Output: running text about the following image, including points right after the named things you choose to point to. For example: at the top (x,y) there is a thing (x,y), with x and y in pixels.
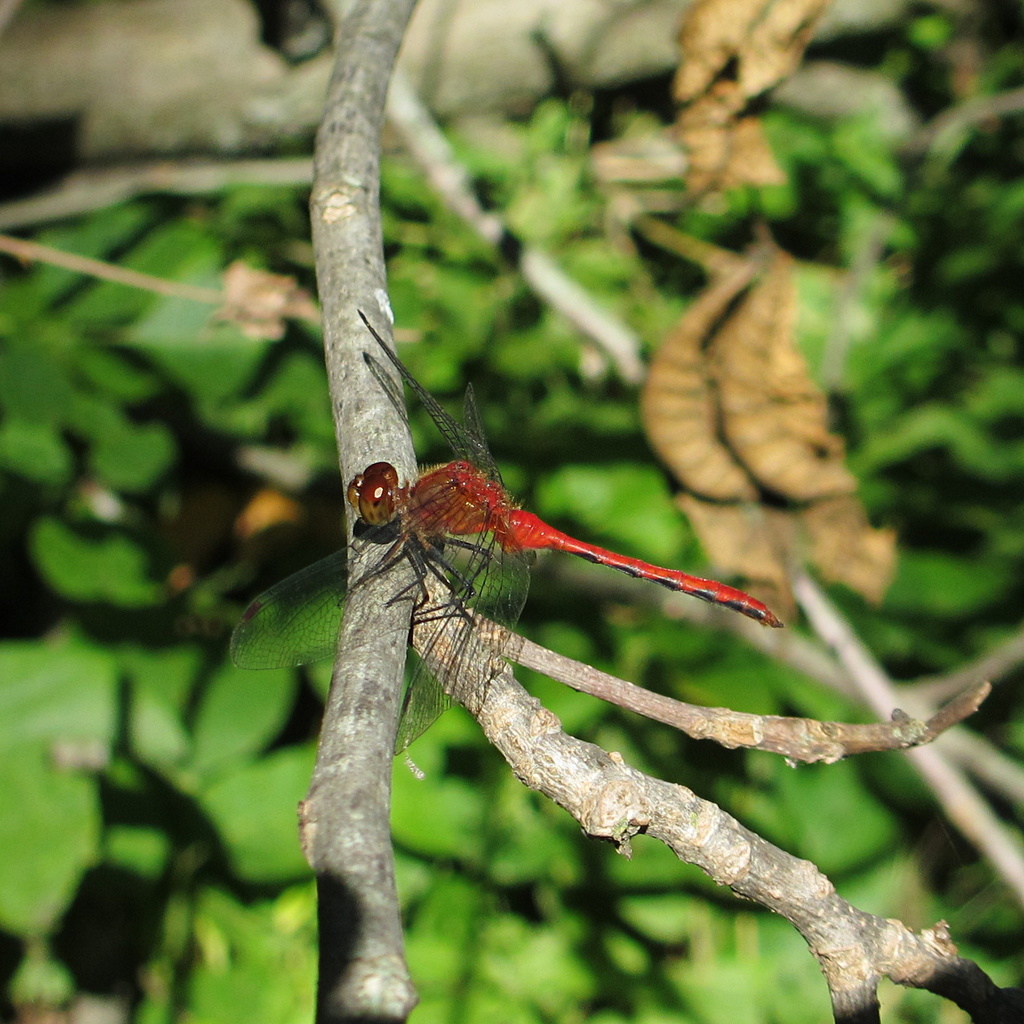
In the center of the image (387,551), we can see a red dragonfly (387,551) on the stem (404,611) and in the background (231,183), there are leaves (685,312).
